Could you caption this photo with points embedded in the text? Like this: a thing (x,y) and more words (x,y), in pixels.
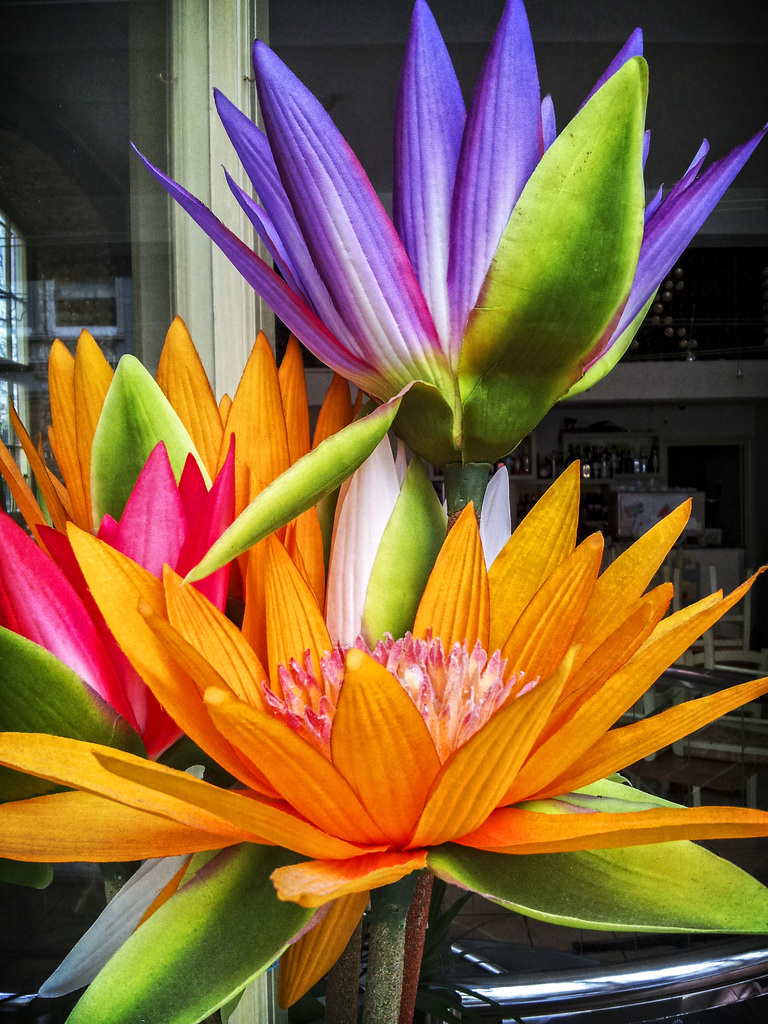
In this image we can see a bunch of flowers (495,596). In the background (617,992), we can see a metal pole (636,972), some chairs (704,655), some objects (711,535) placed on the surface (655,475) and the window (241,170).
